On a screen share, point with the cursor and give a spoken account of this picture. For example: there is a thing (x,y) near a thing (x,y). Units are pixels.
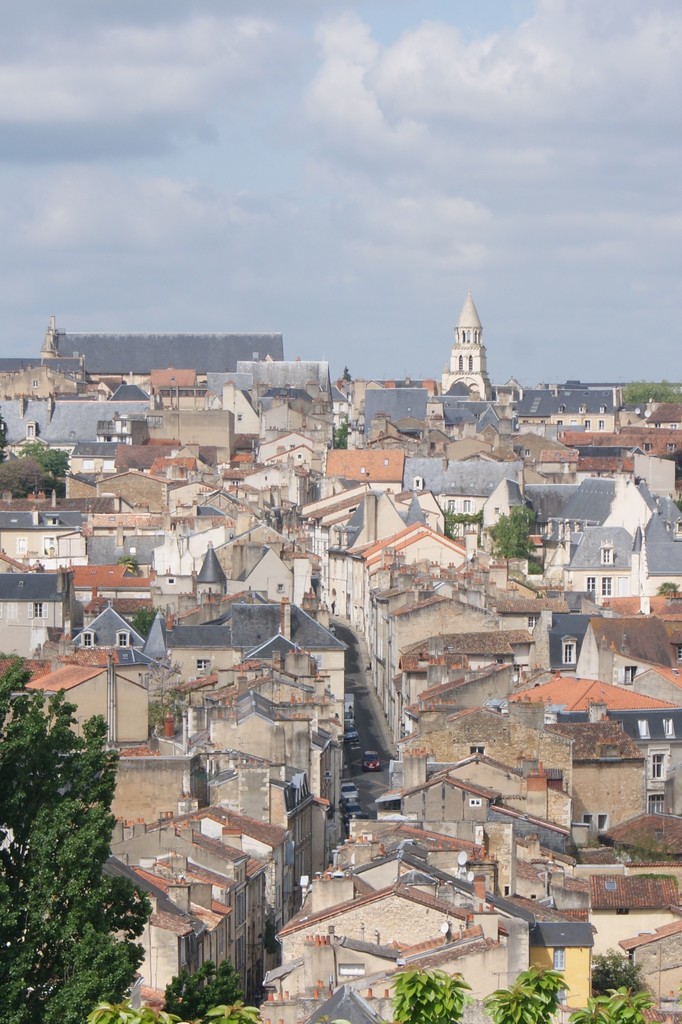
As we can see in the image there are buildings (490,779), windows (659,768), vehicles (354,790) and trees (98,963). At the top (290,172) there is sky (276,132) and there are clouds (564,137).
